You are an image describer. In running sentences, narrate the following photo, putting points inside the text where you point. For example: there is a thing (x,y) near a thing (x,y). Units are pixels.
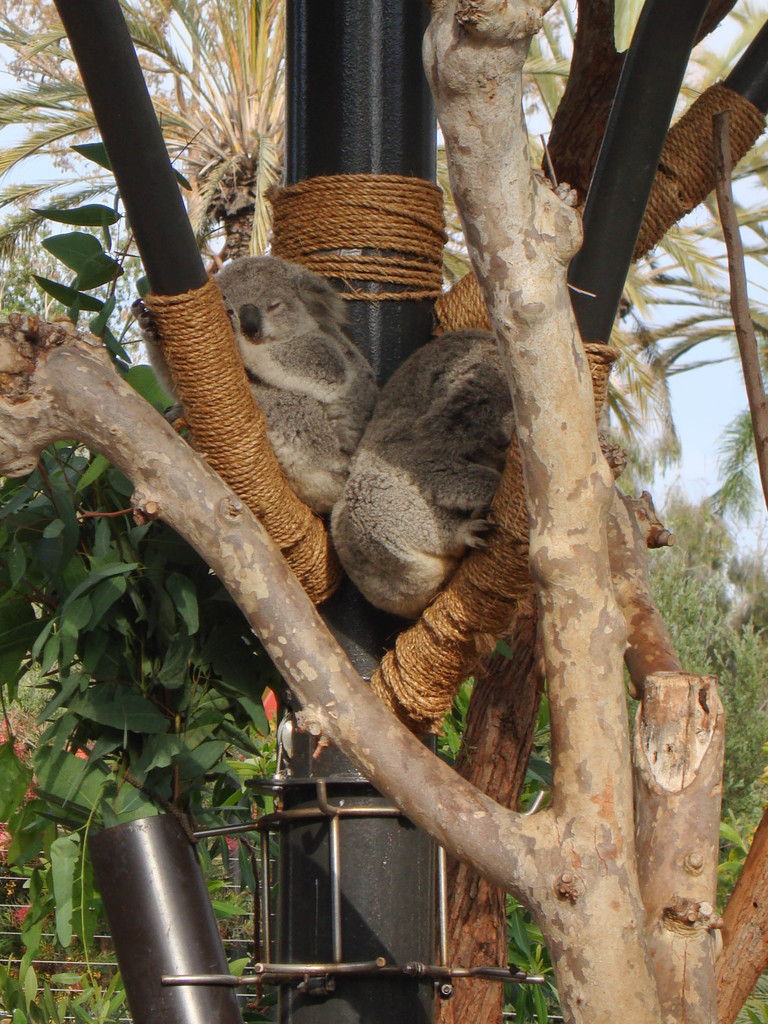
In the image we can see there are trees (66,184) and in between a tree (173,473) there is a black metal pole (349,798) where two koalas (331,442) are sleeping and the black metal pole (346,50) is tied around with a rope (359,193).
